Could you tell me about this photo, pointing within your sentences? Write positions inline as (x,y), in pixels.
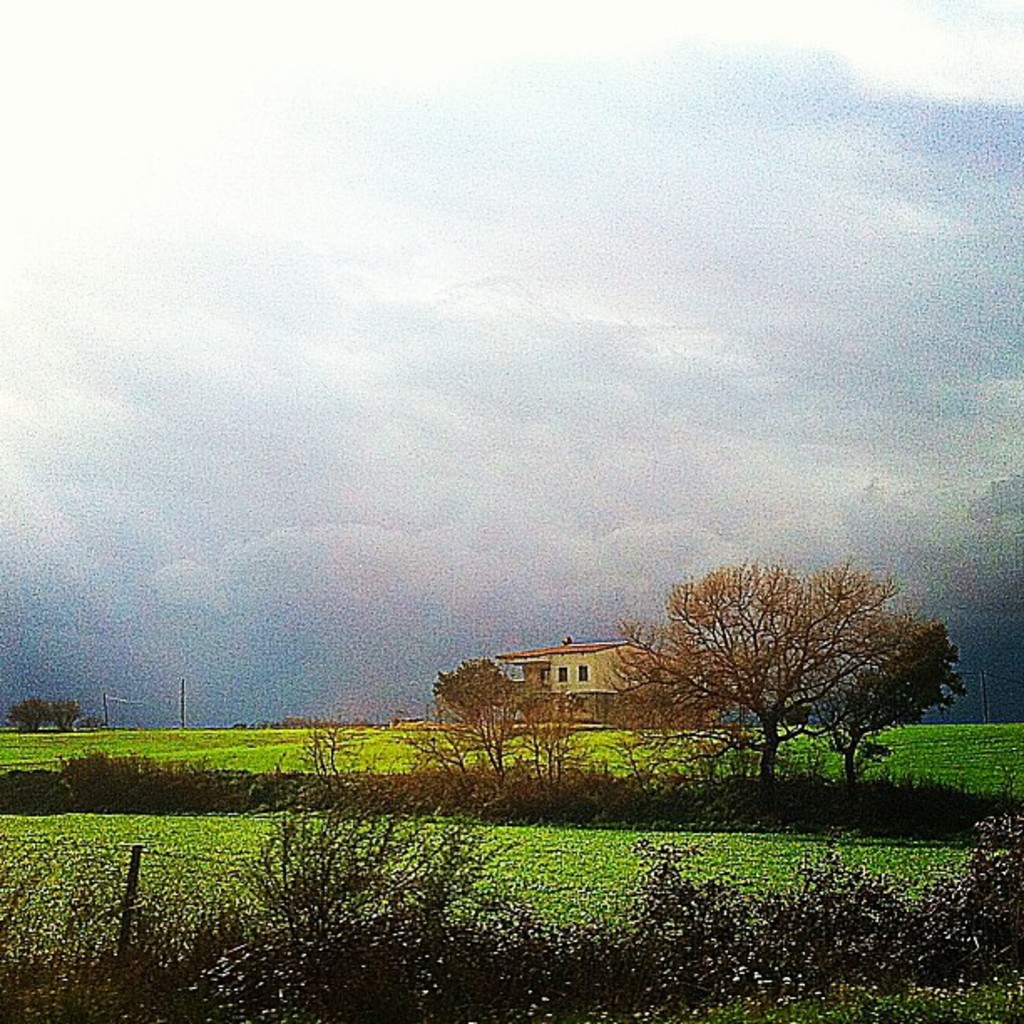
In this picture there is greenery (92,836) at the bottom side of the image (665,729) and there is a house (598,718) in the center of the image (631,649), there is sky (359,438) at the top side of the image (352,294).
